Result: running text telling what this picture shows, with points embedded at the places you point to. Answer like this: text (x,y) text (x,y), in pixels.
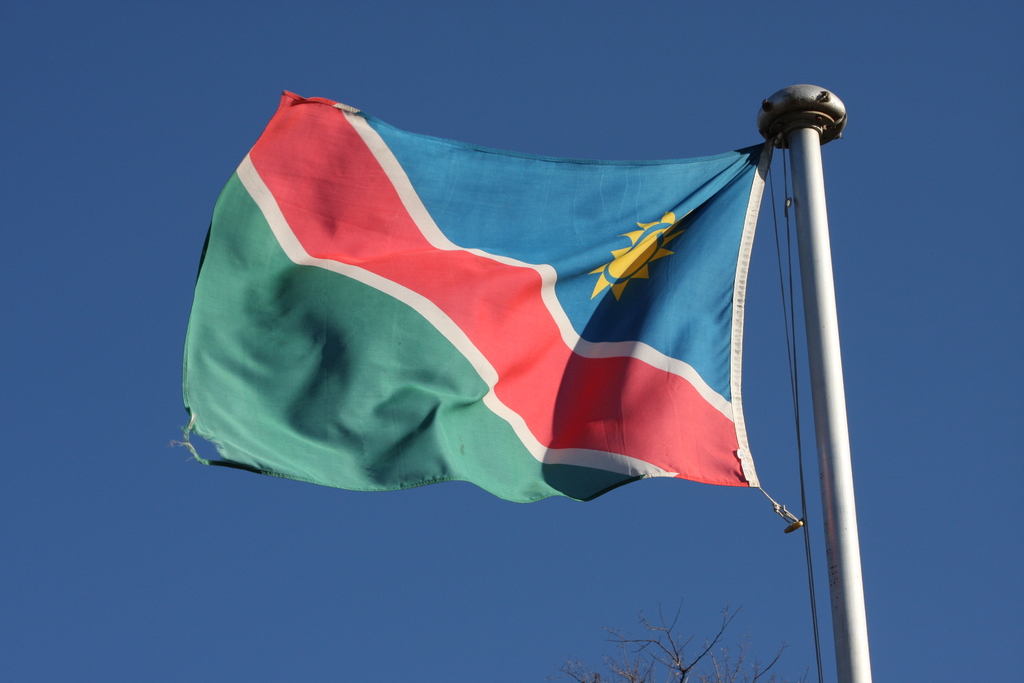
In the center of the image (384,294) we can see a flag (735,261). At the bottom (658,628) there is a tree (665,650). In the background (702,662) we can see sky (440,76).
